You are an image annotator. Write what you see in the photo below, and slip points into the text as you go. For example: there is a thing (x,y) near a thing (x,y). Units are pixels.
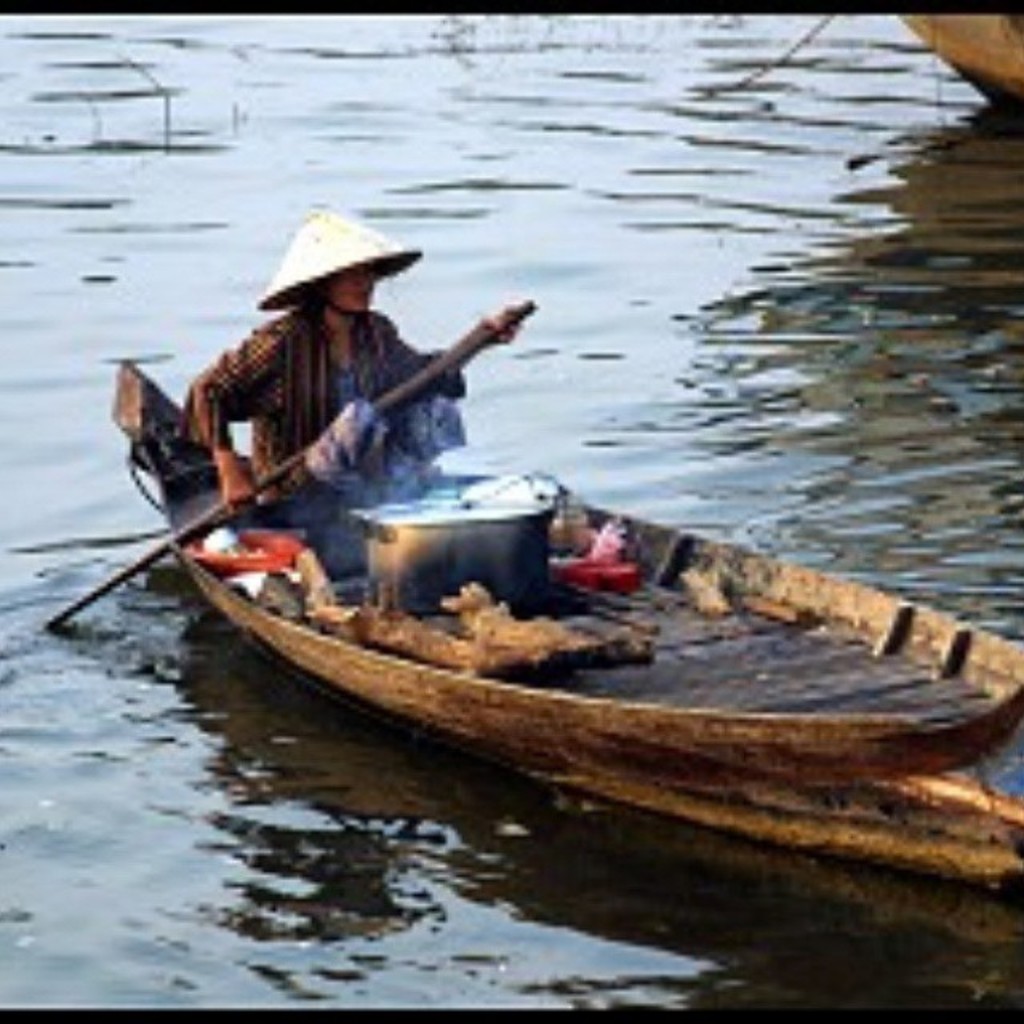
There is a human (322,414) sitting on the boat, rowing a boat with a oar (307,449) in his hand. And he is wearing a hat (336,270) on his head (347,282). There is a bowl (419,544) which is used for cooking on the boat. And in the background (48,250) we can observe some water (516,277).
